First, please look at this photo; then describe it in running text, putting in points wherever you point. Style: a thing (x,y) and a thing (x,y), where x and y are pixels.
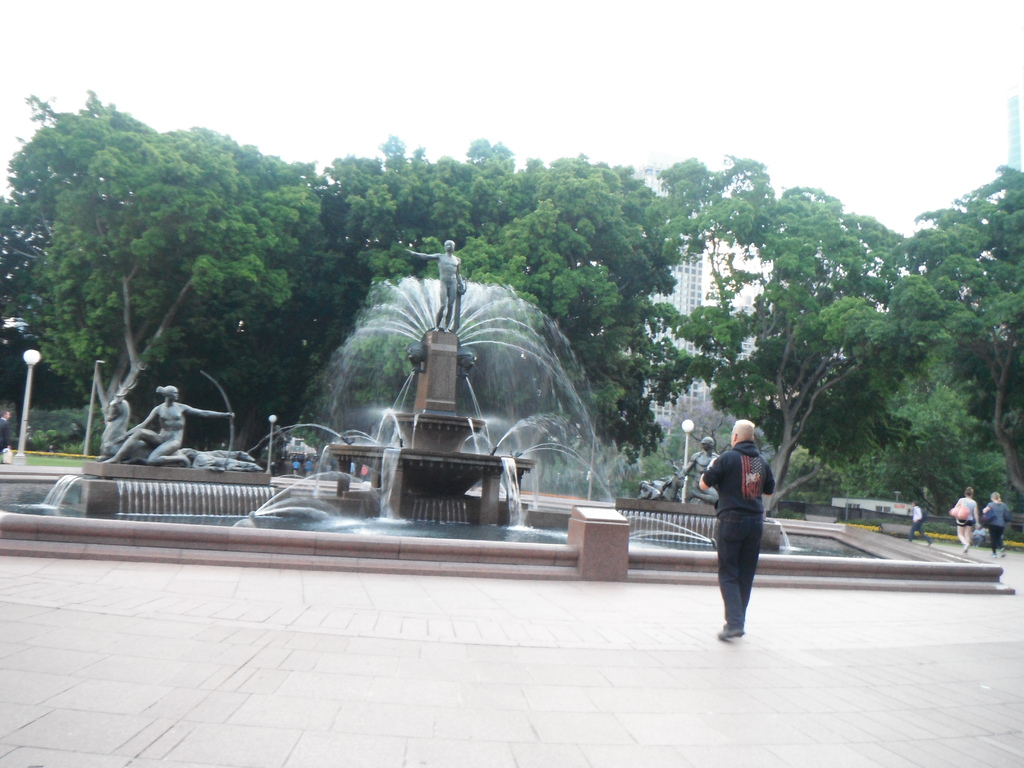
In this picture I can see group of people (731,617) standing, there are fountains (461,487), sculptures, there are poles (95,381), lights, trees (63,340), there is a building (1011,121), and in the background (659,128) there is sky (490,115).
